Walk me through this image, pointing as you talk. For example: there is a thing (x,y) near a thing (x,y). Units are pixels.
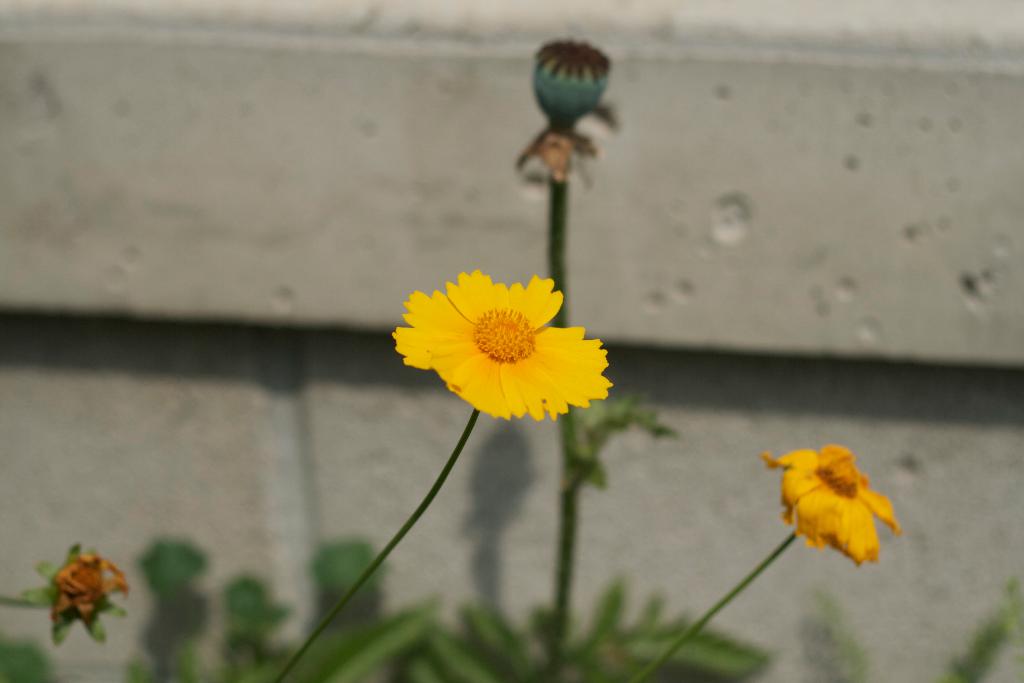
In this image I can see some yellow color flowers (533,283), buds (525,160) and leaves (600,666) of the plant (656,653). I can see a wall (225,192) behind the plants (642,656) and the background (382,110) is blurred.
